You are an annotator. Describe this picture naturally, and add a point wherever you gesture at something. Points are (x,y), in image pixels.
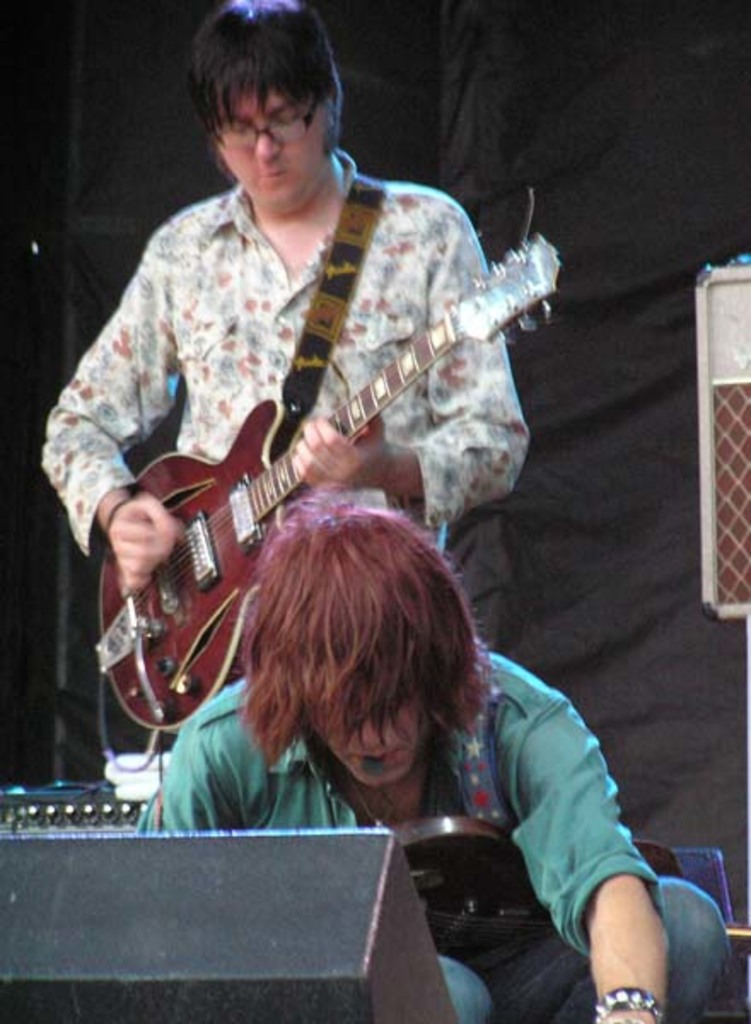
In this image we can see two persons (574,976) and one of them is playing a guitar (248,427). Here we can see devices (373,836) and an object (748,810). There is a dark background (723,670).
